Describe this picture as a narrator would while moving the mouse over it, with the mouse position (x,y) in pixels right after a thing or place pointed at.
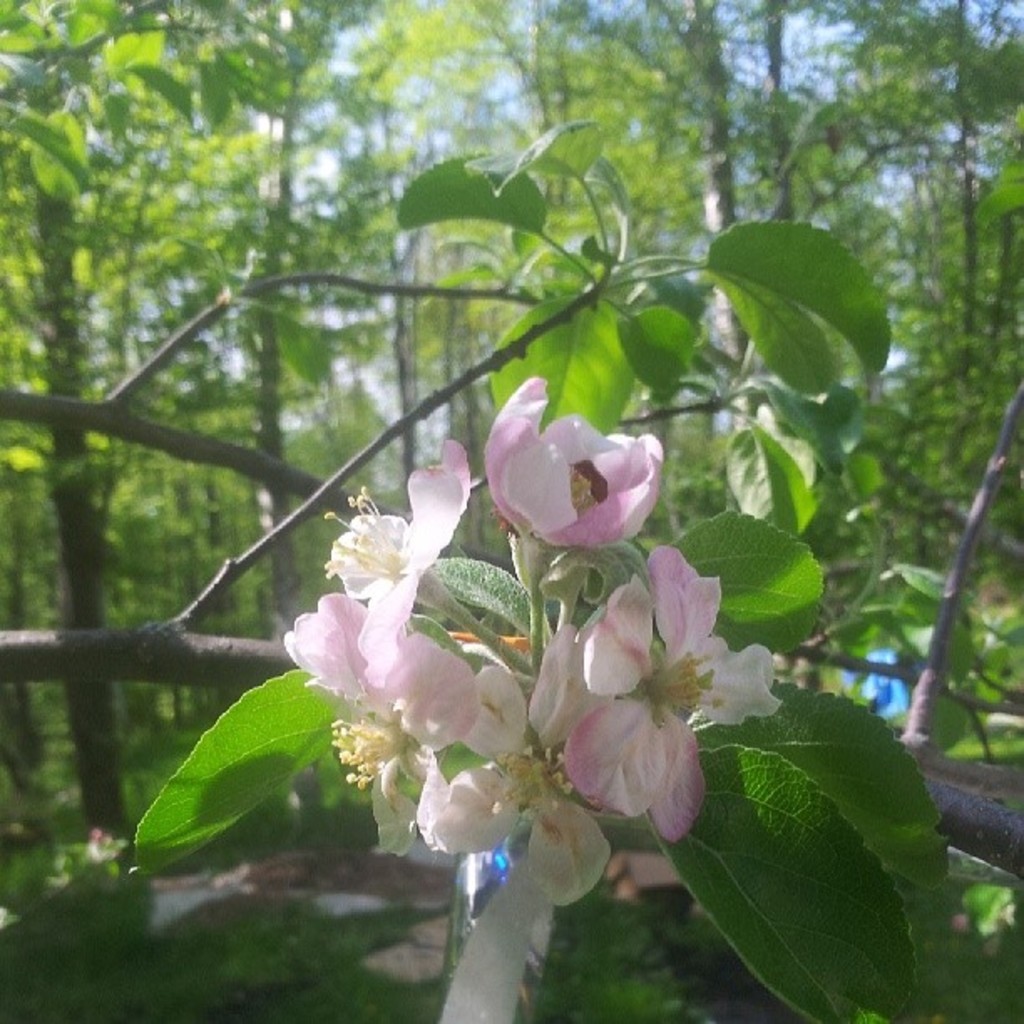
In this picture we can see there are the flowers (453,671) and leaves (498,573) to the branches (251,653). Behind the flowers (509,523) there are trees (633,177) and the sky (446,101).
